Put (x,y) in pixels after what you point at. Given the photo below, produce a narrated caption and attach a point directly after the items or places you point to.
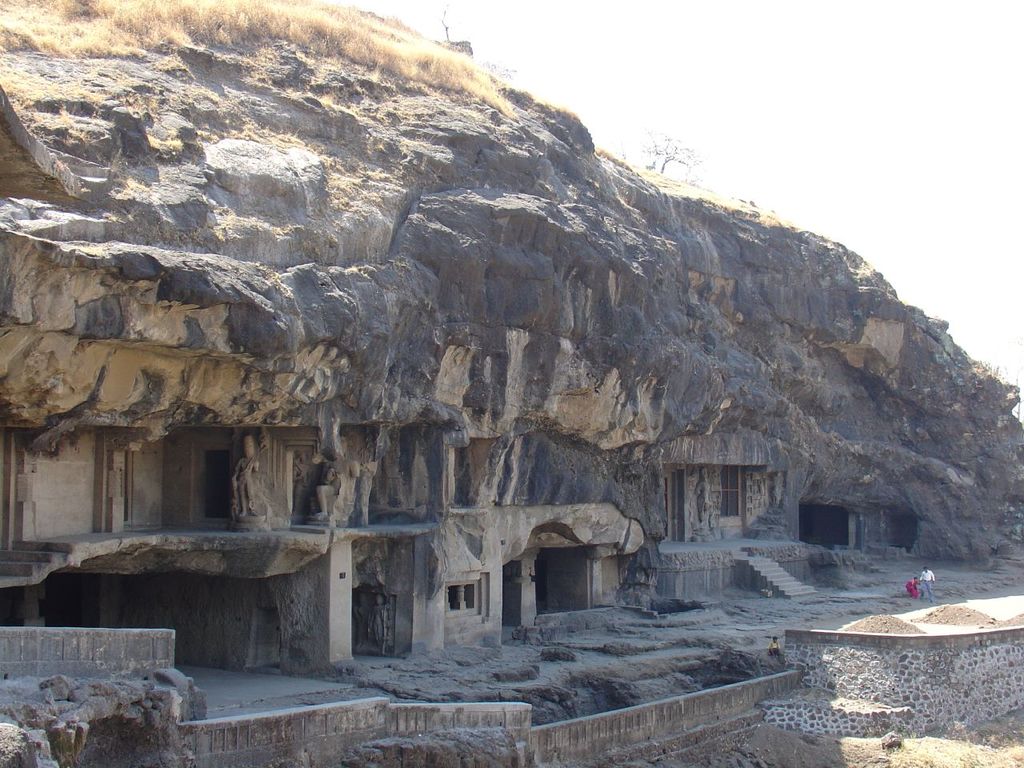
In this image, we can see some caves (746,479), stairs (779,574). We can also see the ground (820,592), a few people (928,576), a tree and the sky (726,104). We can see some grass (666,190).
